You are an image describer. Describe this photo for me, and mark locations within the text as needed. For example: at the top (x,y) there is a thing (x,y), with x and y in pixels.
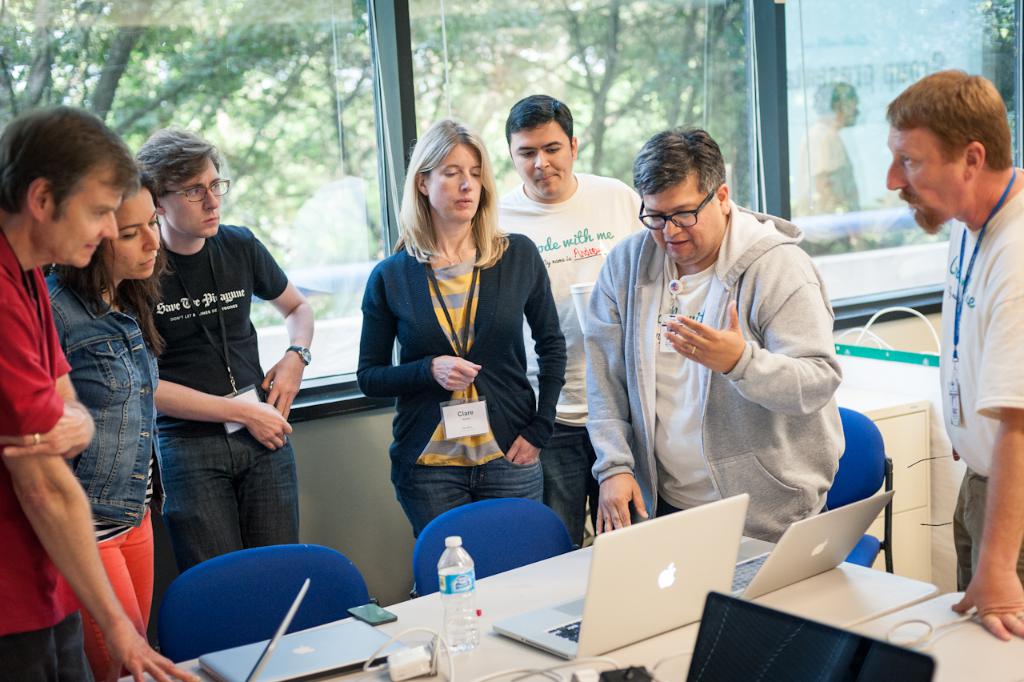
This picture is of inside. In the foreground (793,271) we can see a group of people (694,275) standing and there is a table (525,573) on the top of which a bottle (467,578), a mobile phone (382,610) and laptops (773,591) are placed. In the center (674,277) there is a man (702,381) wearing white color t-shirt (704,312), standing and seems to be talking. In the background (550,34) we can see a window (518,33) and through that we can see the trees (633,40).
